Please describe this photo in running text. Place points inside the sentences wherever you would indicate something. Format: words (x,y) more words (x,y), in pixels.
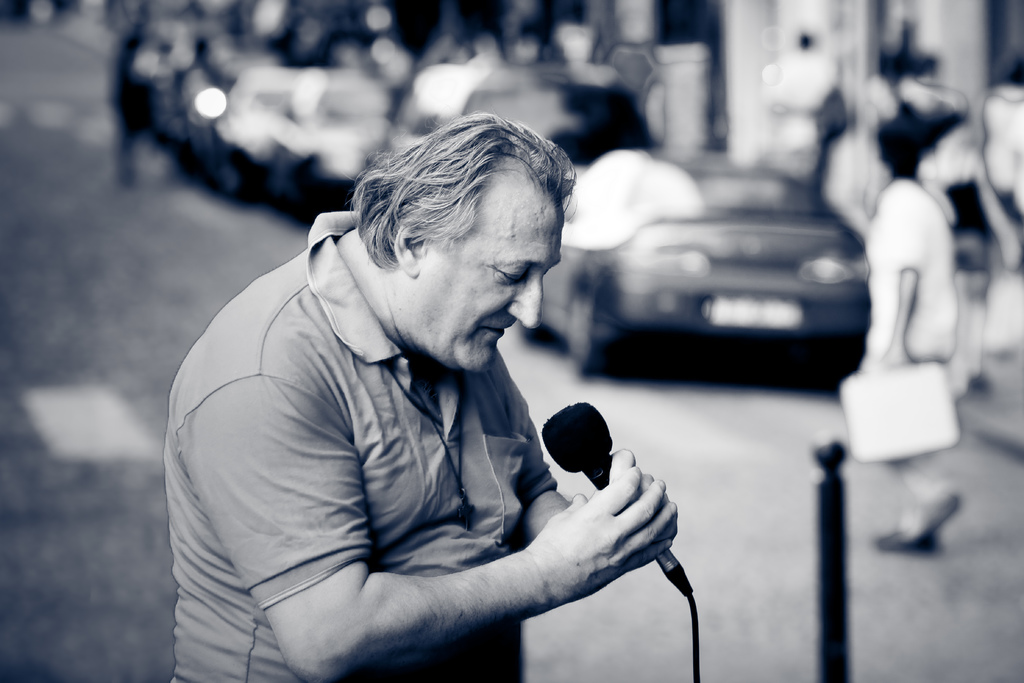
In this image there is a man (311,438) wearing T-shirt (407,481) holding a microphone (661,558) in his hand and at the background of the image (563,231) there are cars (708,208) and persons (952,210) walking on the road (32,301).
